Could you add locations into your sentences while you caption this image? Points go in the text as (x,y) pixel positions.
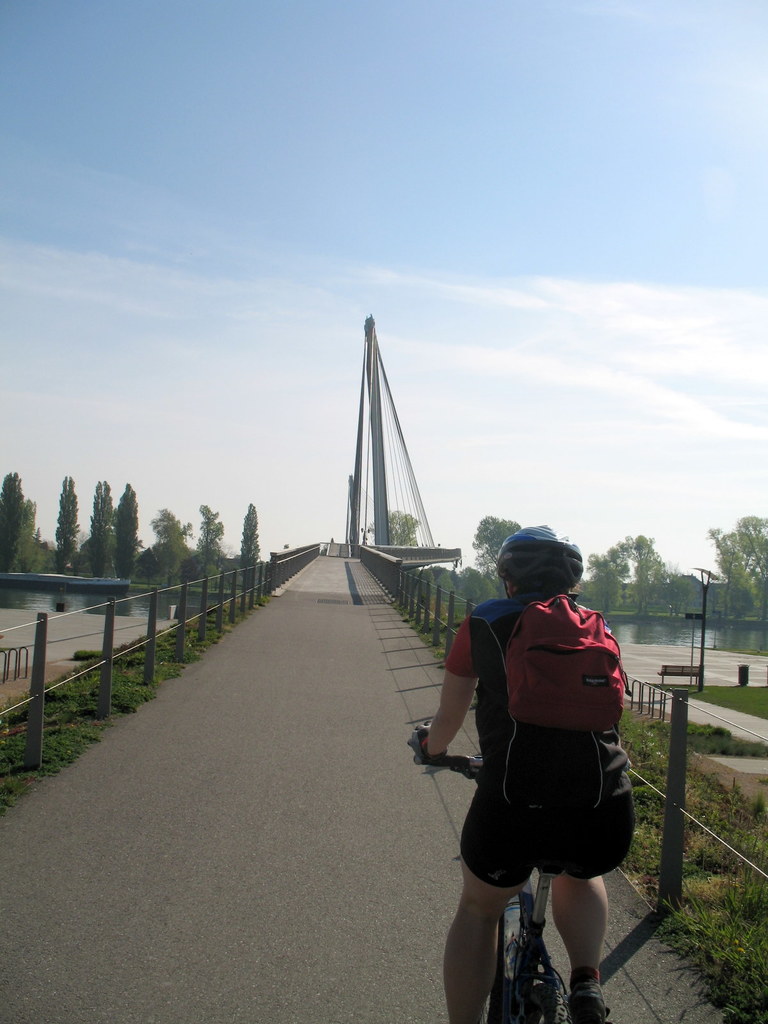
In this image we can see one person (485,686) riding the bicycle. And in the middle (297,566) we can see the bridge (381,527). And we can see water (68,601) on either sides of the bridge (396,526). And we can see trees (106,522) and surrounding greenery (95,513). And clouds (720,363) in the sky (484,184).
